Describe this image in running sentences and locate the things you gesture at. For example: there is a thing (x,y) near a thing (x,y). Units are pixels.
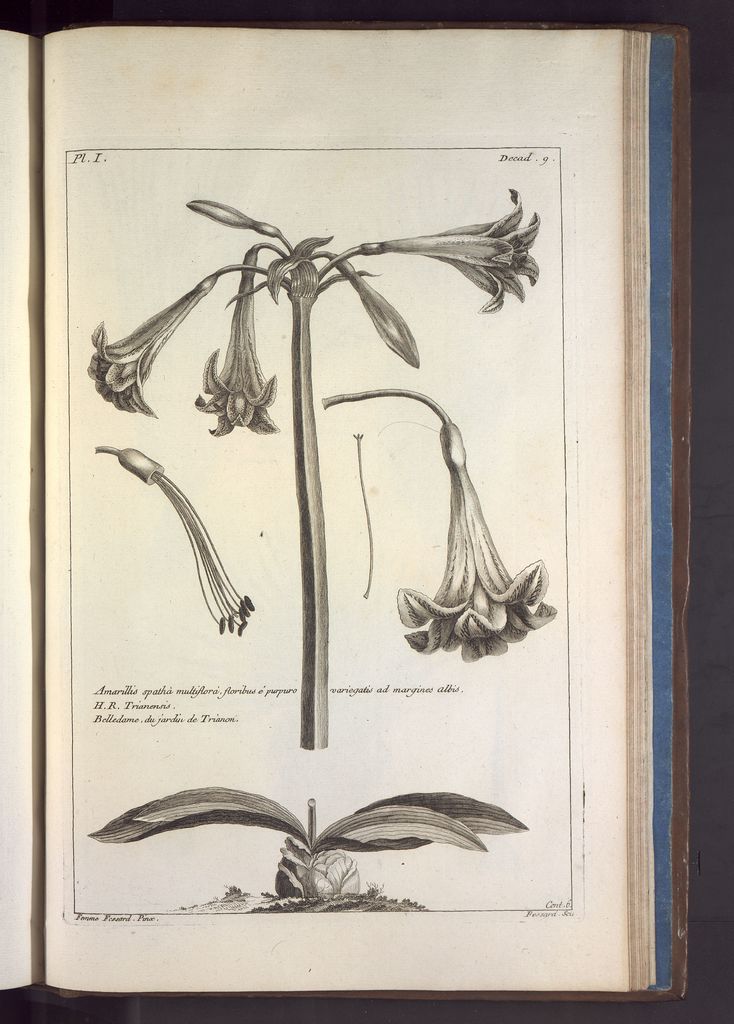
In this image there are flowers (479,272) on a page (413,412).
